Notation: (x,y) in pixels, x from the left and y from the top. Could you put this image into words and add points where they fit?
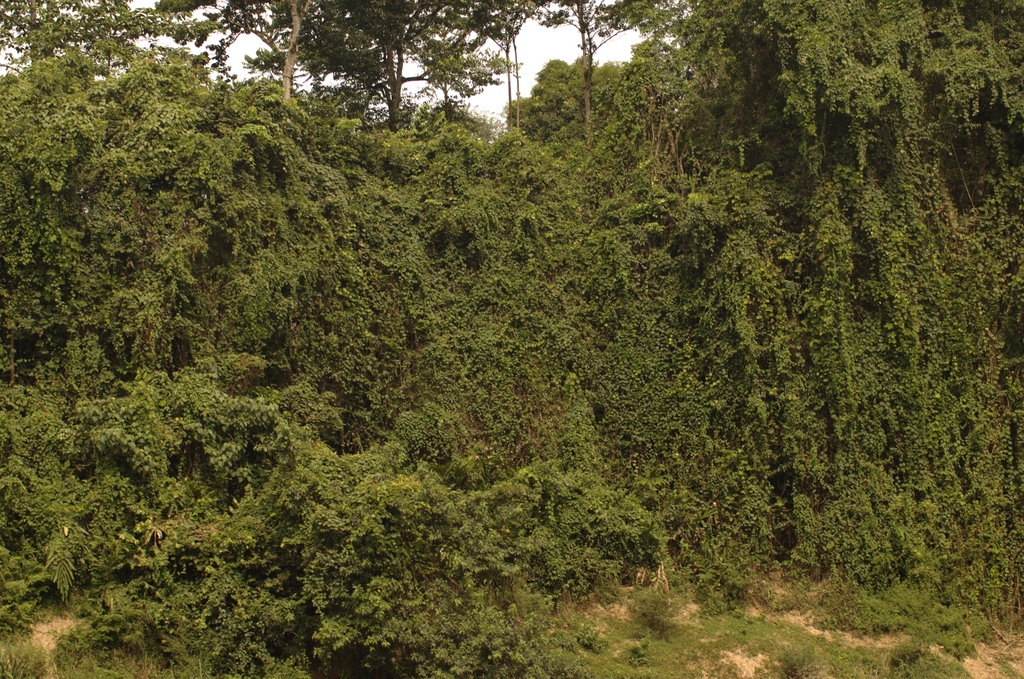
In this image I see number of trees (238,103) and I see few plants (373,457) and I see the sky (575,40) in the background (562,36).
